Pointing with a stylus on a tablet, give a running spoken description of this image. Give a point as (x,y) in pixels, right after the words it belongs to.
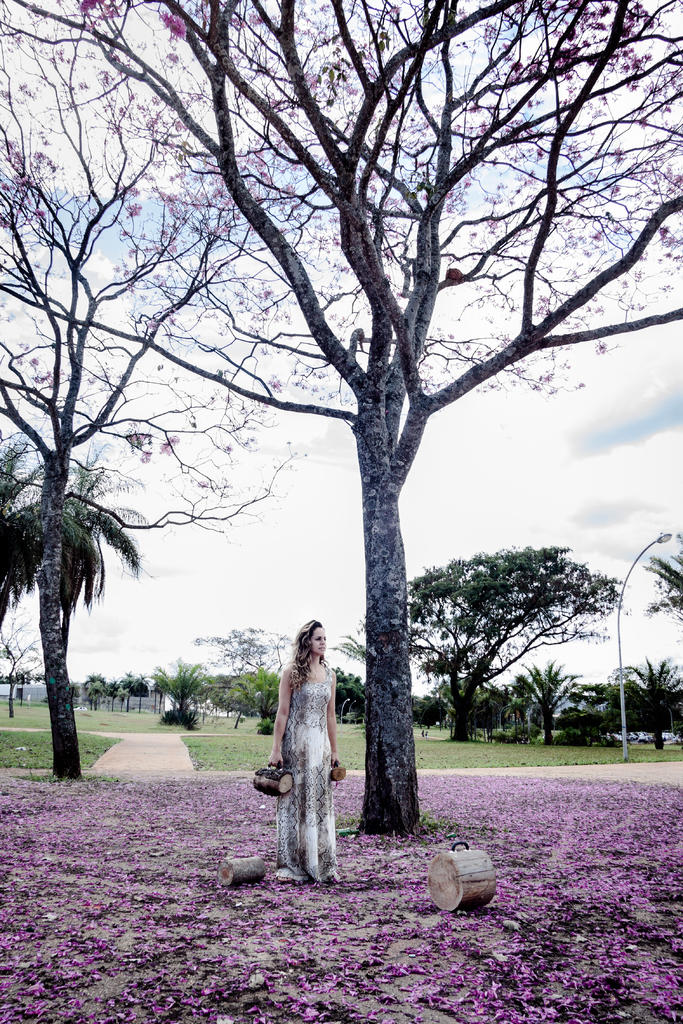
In this image in the foreground (308,843) there is a woman (314,761) holding the wooden pieces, on the floor (202,858) I can see flowers (430,936), wooden pieces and in the middle (438,623) there are some trees (584,602), street light pole (618,639), the sky (353,596) visible, at the top (653,338).
